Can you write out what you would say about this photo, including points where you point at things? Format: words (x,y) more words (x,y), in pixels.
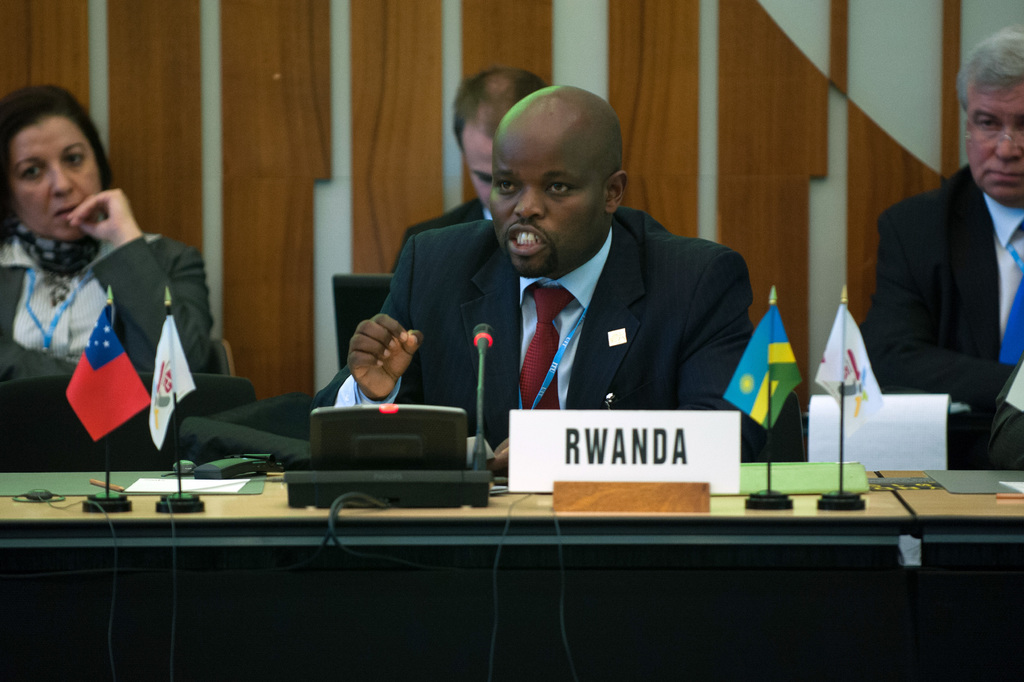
In this image I can see a bench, on top of bench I can see small flags (871,391), mike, name plate (726,432) visible, in front of bench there are four persons (81,239) sitting on chair (62,421), in the background (257,334) I can see wooden wall (172,123).
